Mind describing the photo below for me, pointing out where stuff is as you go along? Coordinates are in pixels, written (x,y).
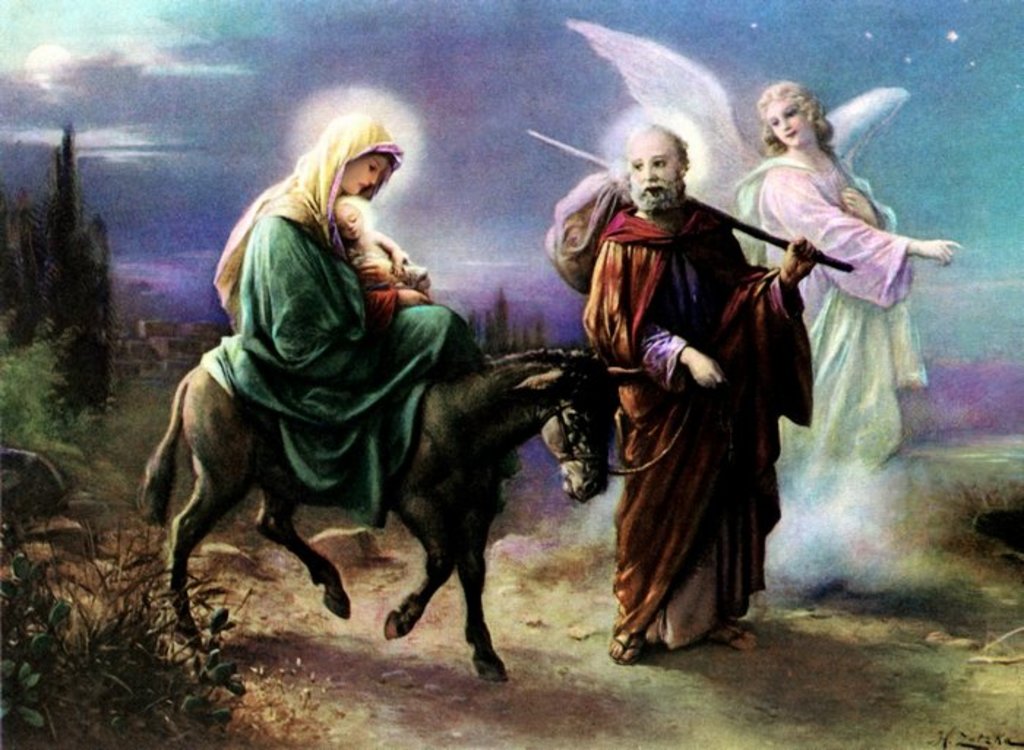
This image consists of an art. In this image there is a man (703,362) standing on the ground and he is holding a stick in his hand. There is an angel (813,144) and a woman (333,354) is sitting on the donkey (451,389) and she is holding a kid (359,269) in her hands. There are a few plants (116,676) on the ground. There is a sky (160,71) with clouds (183,75) and moon (46,70).
